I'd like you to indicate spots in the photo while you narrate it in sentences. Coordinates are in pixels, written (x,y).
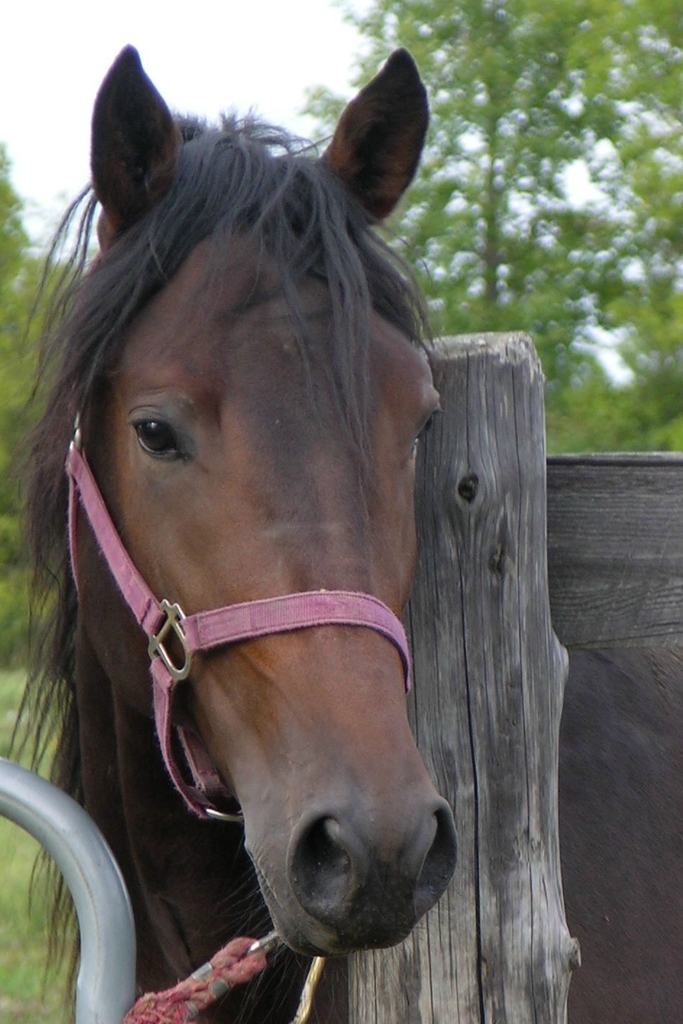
In this image we can see a horse (346,497) and beside we can see a wooden log (517,736) which looks like a fence (530,587) and in the background (535,327), we can see some trees (648,218).
